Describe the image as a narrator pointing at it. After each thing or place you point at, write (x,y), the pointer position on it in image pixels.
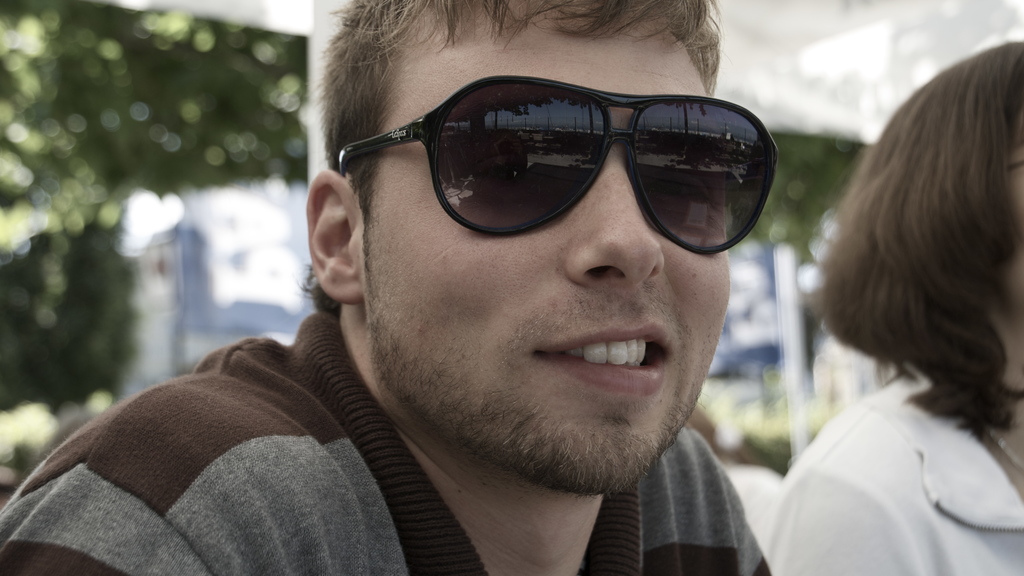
In this image we can see one man (352,401) with black specs (702,226) sitting on the surface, one white tent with pole (317,156), one woman (963,471) with white shirt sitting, some trees (749,413) backside of these people (234,424) and in this image background (118,359) is blurred.
